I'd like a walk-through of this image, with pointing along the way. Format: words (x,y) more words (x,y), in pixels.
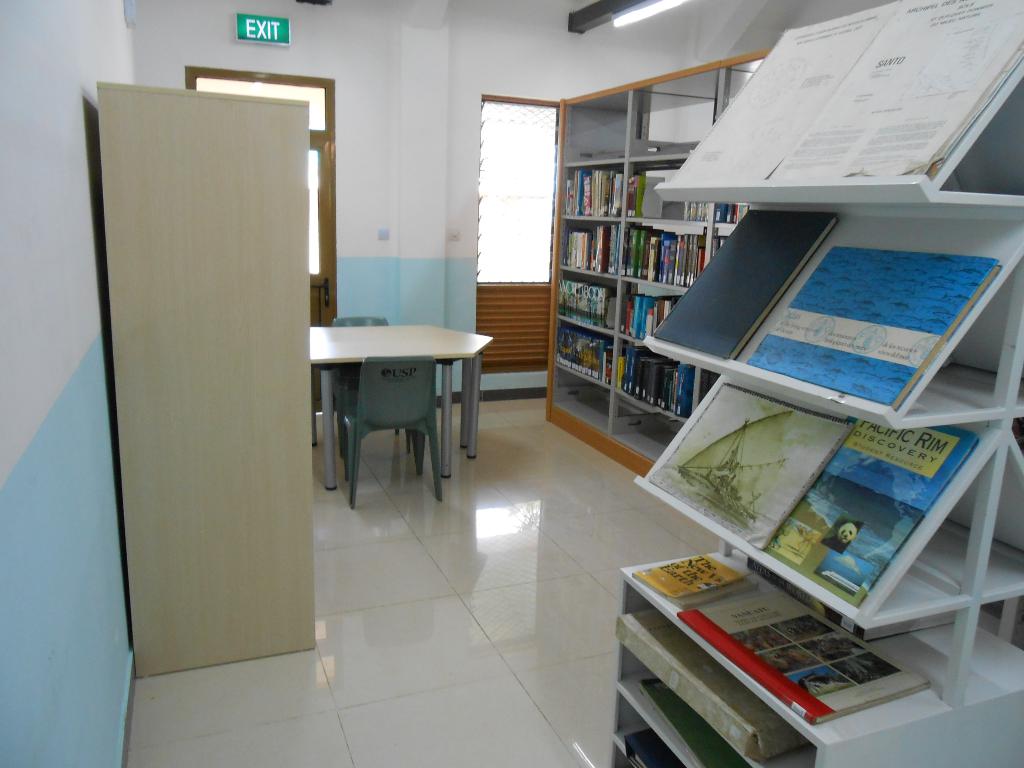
This is the picture of a place where we have some chairs (415,401) around the table (352,344) and we can see some shelves (1012,231) in which there are some books (635,391) around and also we can see a green exit board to the wall (322,53).
